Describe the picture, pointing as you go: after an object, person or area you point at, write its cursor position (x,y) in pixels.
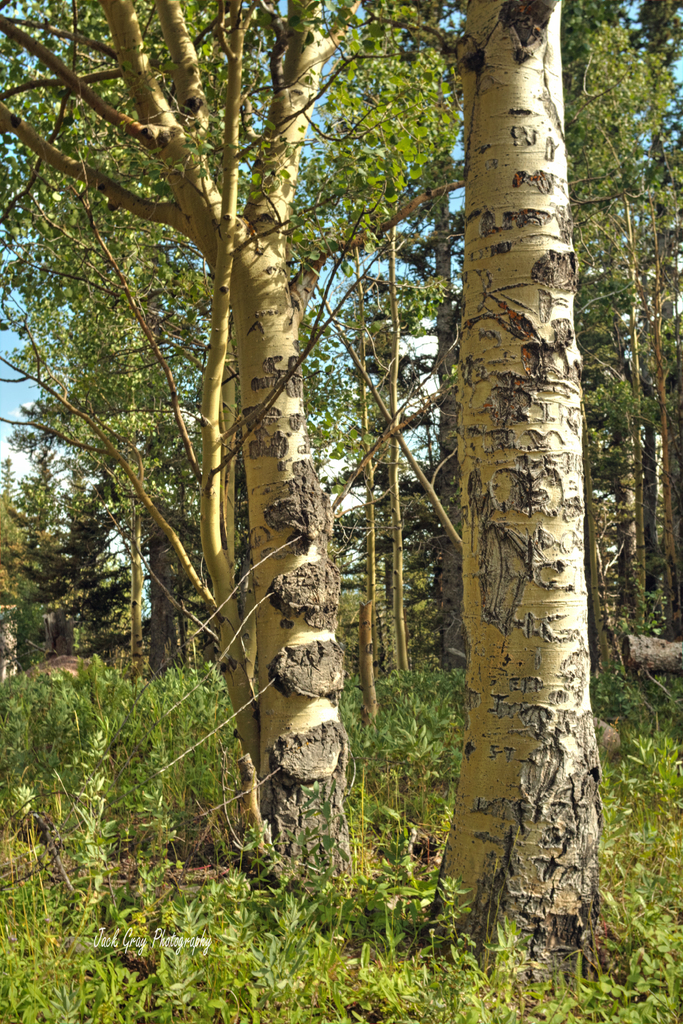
In this image, there are a few trees (287,801) and plants (455,936). We can also see the sky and some text (126,952) at the bottom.
